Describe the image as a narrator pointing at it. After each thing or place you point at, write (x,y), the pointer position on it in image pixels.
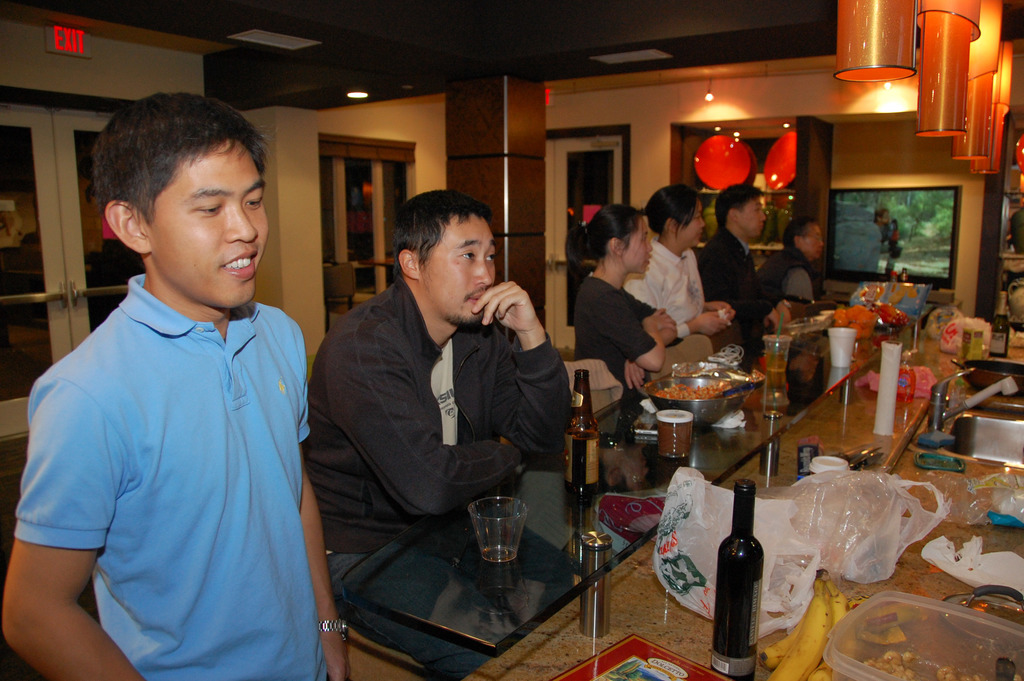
In the foreground of this image (87,464), there is a man (215,512) standing and a man (424,509) sitting on a stool (383,657). In front of them there is a table (522,570), on which there are bottles (597,439), covers (767,534), glasses (492,526), bananas (804,629), containers (676,433), bowl (740,367), basket (847,648) and few more objects (916,328) on it. On the right (990,430), there is a sink (985,419). At the top (944,54), there are lamps (912,39). In the background (917,220), there is a screen (855,211), few objects (772,156) in the rack (749,142), wall (641,120), doors (586,162), a window (354,195), chair (350,296) and the table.
